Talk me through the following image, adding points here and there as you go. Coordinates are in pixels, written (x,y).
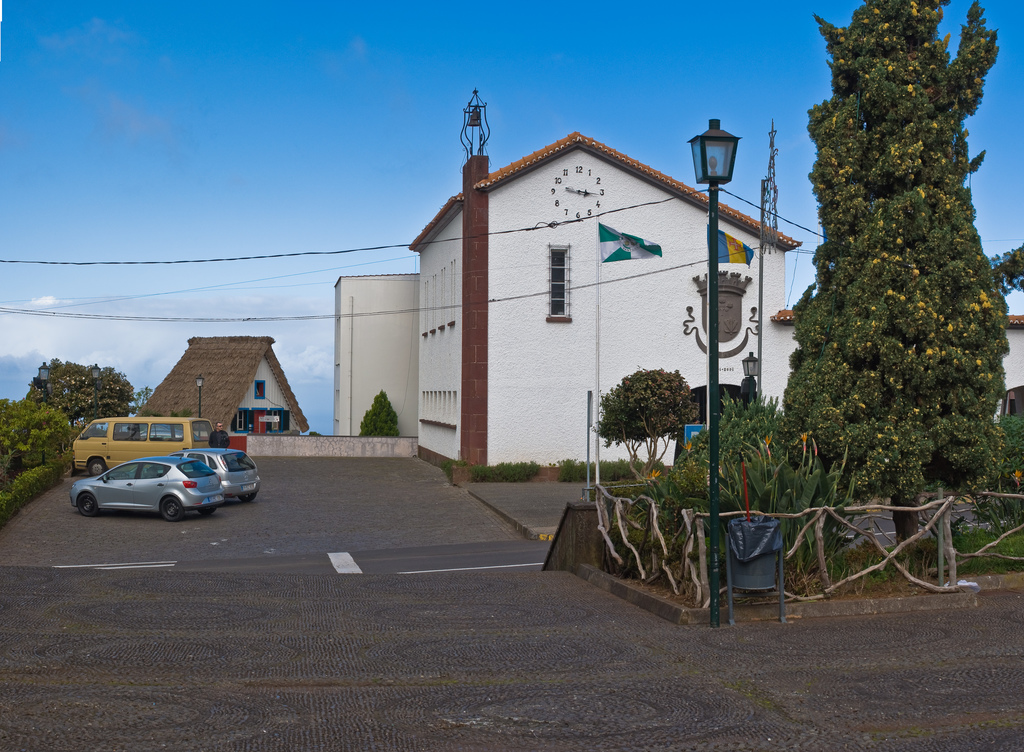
This picture is clicked outside. On the right (868,153) we can see a tree (935,290), plants (995,532), wooden fence (732,515) and a lamppost (707,169). On the left (238,495) we can see the vehicles (112,442) seems to be parked on the ground (286,533) and a person (227,444). In the background (216,257) there is a sky (384,218), buildings (502,333) and plants (379,395) and cables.
